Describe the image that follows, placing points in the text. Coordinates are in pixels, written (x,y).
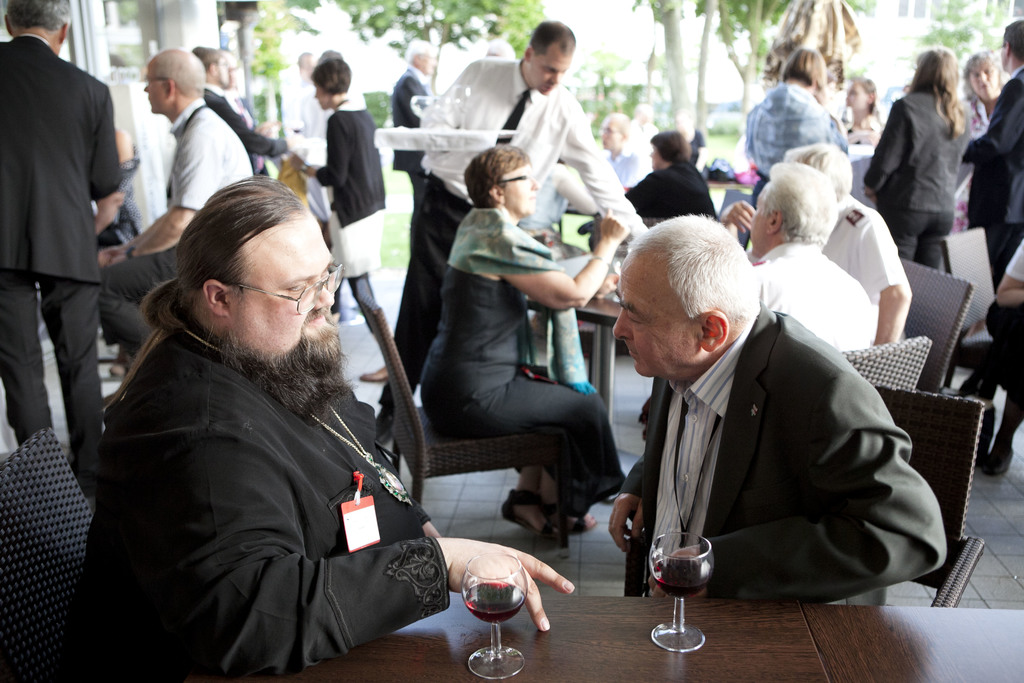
In this image i can see a group of people (532,527) are sitting on a chair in front of a table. I can also see there are some men (404,88) who are walking on the floor (602,575).
